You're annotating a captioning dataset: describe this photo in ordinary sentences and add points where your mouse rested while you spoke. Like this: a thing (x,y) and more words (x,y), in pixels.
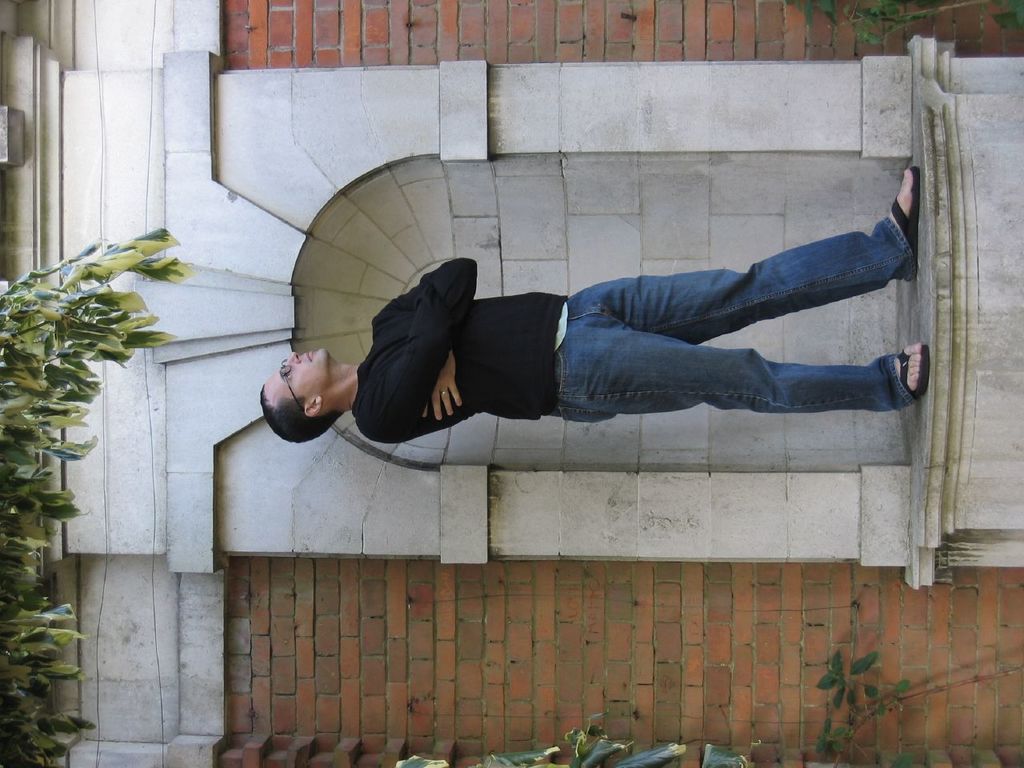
This picture is in leftward direction. In the center (407,317), there is a man (444,415) standing on the stone (1014,464). He is wearing a black t shirt (544,357) and blue jeans (625,363). Behind him, there is a wall (466,117) with bricks (318,727). Towards the left corner (60,511), there are leaves (37,560). At the bottom (588,726), there are plants (590,728).
